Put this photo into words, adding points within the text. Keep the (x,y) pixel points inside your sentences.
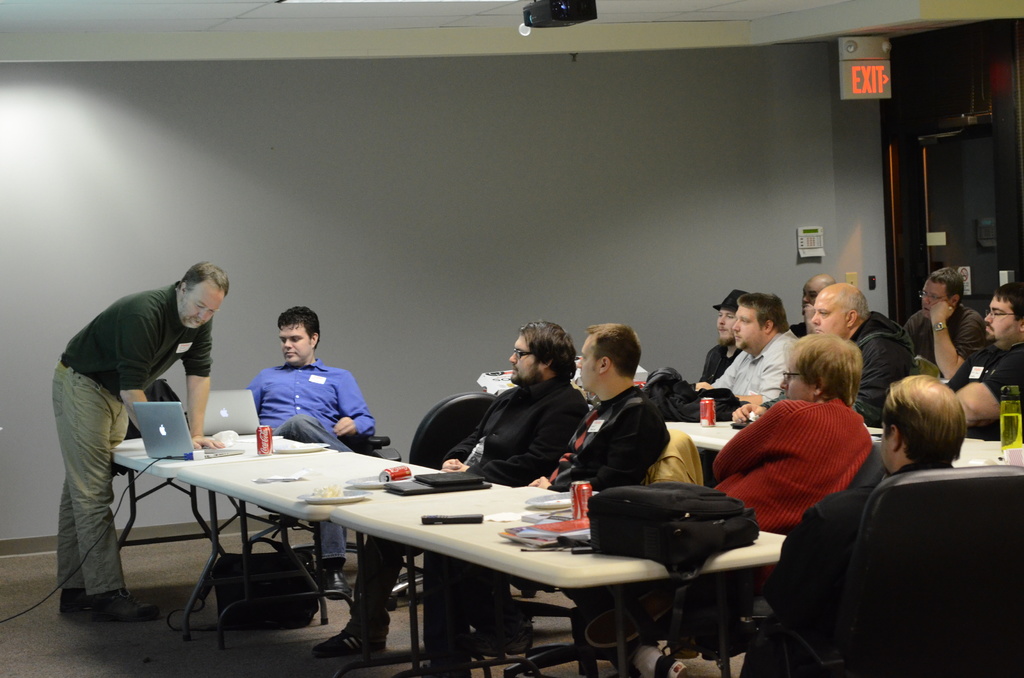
In this image we can see few people (820,364) sitting on the chairs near the table (332,462). There are few things (353,497) on the table (470,540) like laptop (176,433), bag (655,542), coke tins (581,509), water bottle (1019,429) etc. This is the projector (571,21) attached to the ceiling (549,40). This is the exit board (845,94).
